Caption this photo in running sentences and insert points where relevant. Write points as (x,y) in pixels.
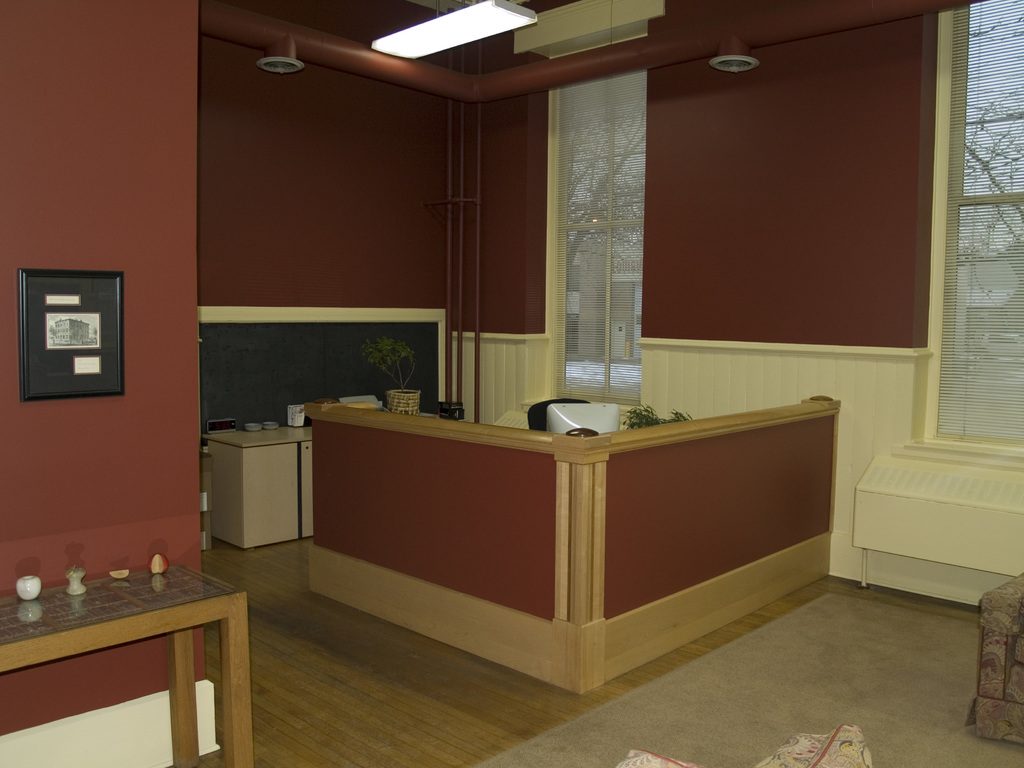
In this image I can see tables (277,438), windows (632,181), plant (404,385), pipes (460,207) and objects (1018,616). Floor (564,701) with carpet (528,744). Above the tables (318,539) there are objects (150,561). Picture (77,356) is on the red wall (110,214). Through windows (609,216) we can see trees (999,222), stores (634,318) and sky (987,102). At the top of the image (431,36) there is a light (466,32).
